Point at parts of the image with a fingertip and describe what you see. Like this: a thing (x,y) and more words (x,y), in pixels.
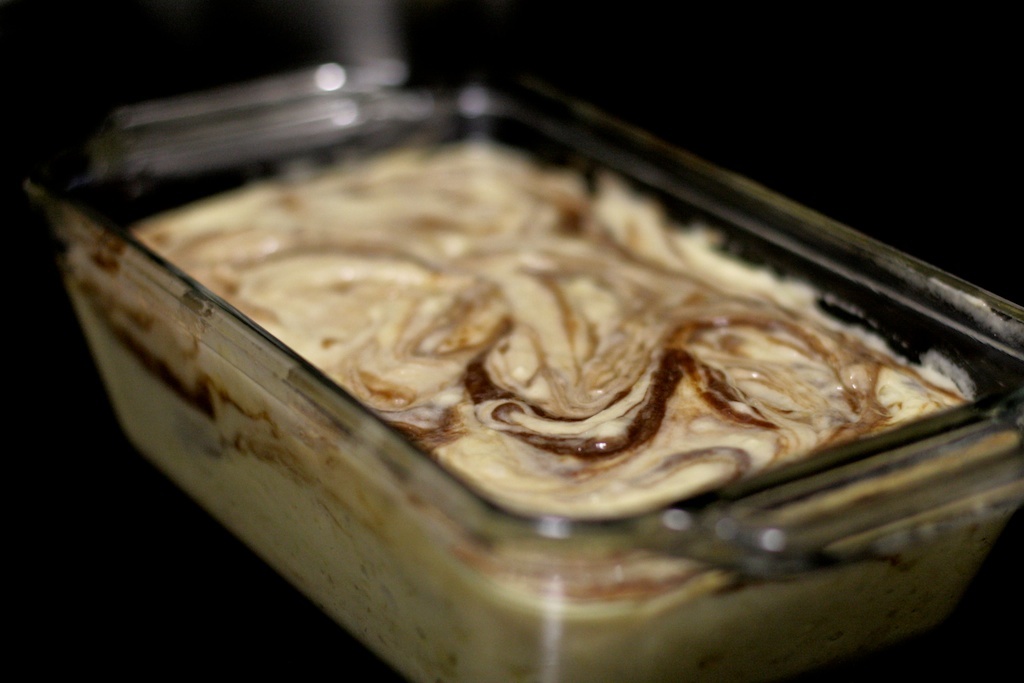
In the picture I can see a food item (514,357) in a glass bowl (460,511).
